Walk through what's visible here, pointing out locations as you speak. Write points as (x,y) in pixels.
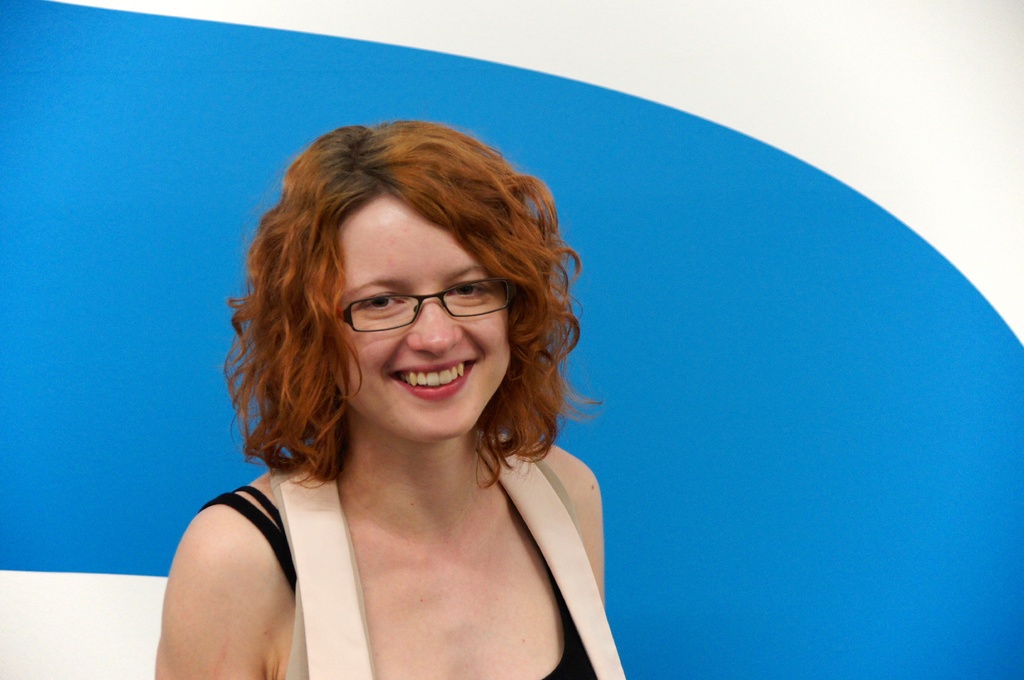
There is a lady (386,536) wearing specs (375,312) is smiling. In the back (685,293) there is a blue and white wall (370,116).
